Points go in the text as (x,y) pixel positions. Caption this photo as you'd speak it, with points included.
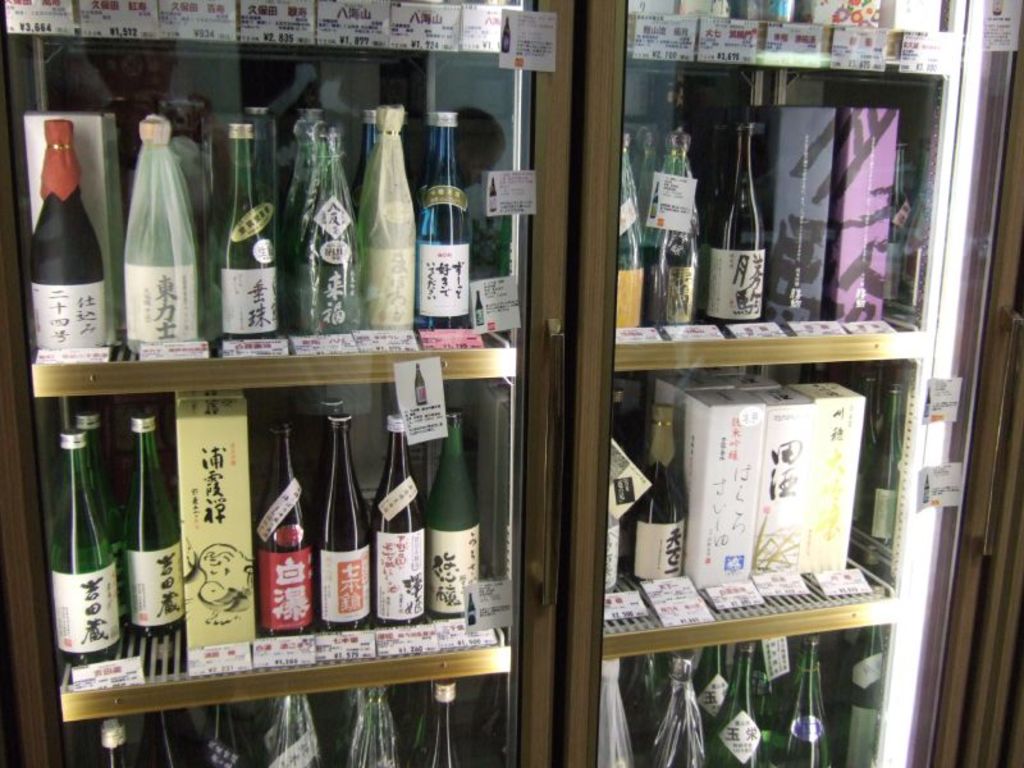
In this picture we can see bottles (334,258), boxes (222,467), name boards (443,624) placed in racks (319,380) and for some bottles (347,282) we have covers (160,191) on it, tags (648,484), bags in the same racks (425,617).
